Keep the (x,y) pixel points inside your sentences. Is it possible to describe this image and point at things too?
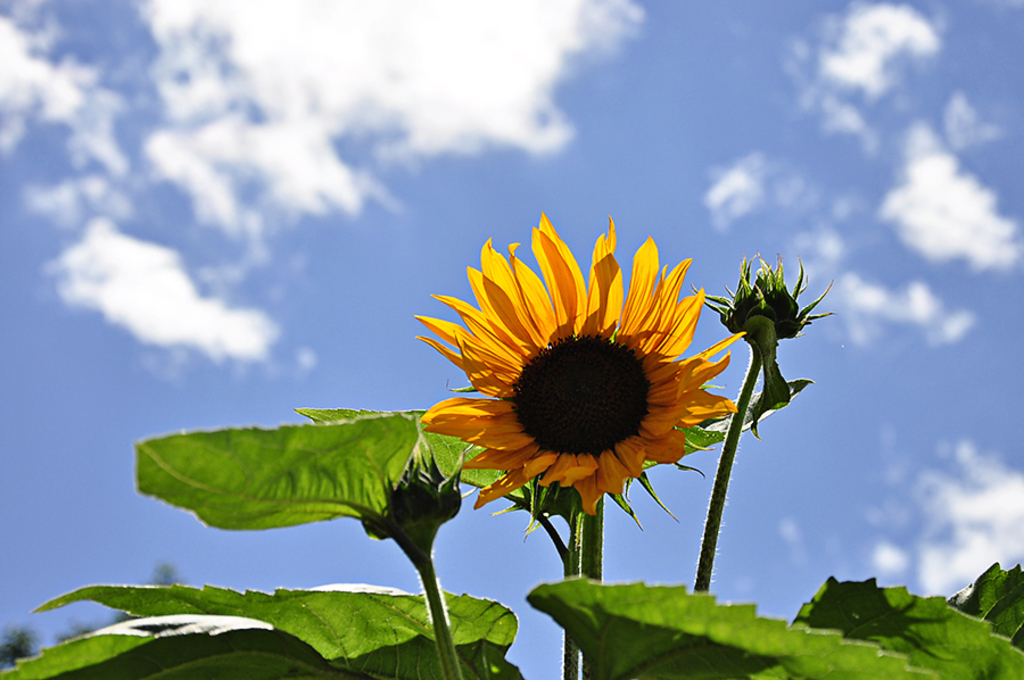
In this image there are sunflower plants (608,636), in the background (118,356) there is the sky (776,118).
